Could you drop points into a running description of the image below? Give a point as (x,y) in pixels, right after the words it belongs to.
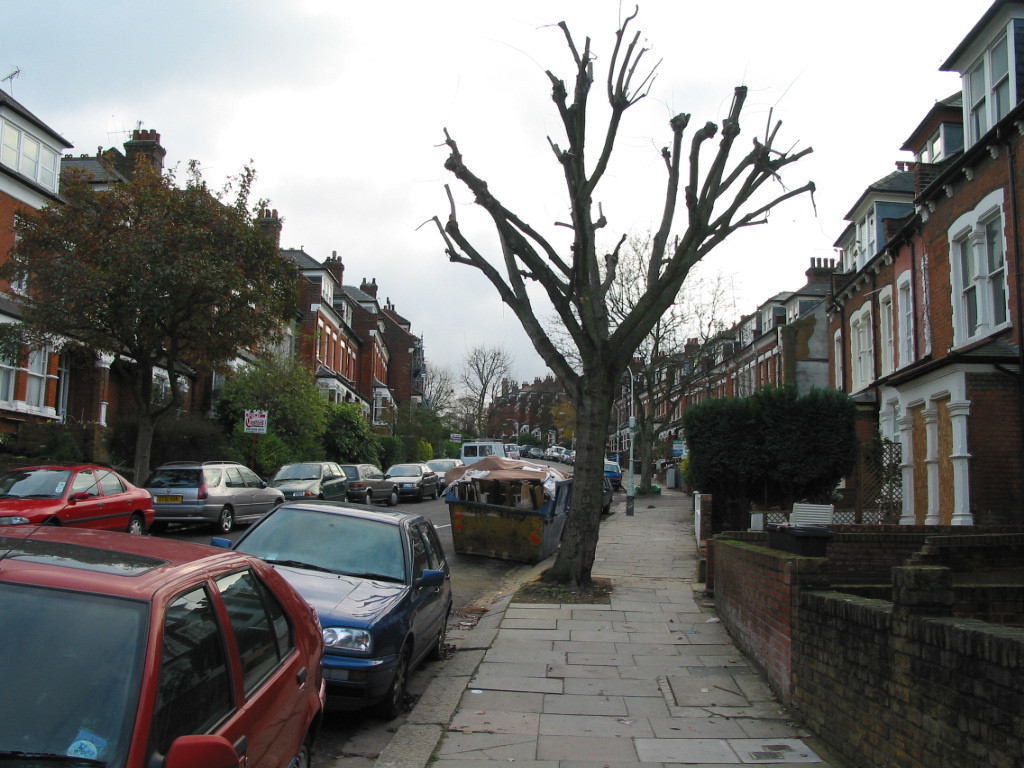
In this image there is a road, on that road (447,529) there are cars (425,479), on either side of the road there are trees (306,433) and houses (836,367).
